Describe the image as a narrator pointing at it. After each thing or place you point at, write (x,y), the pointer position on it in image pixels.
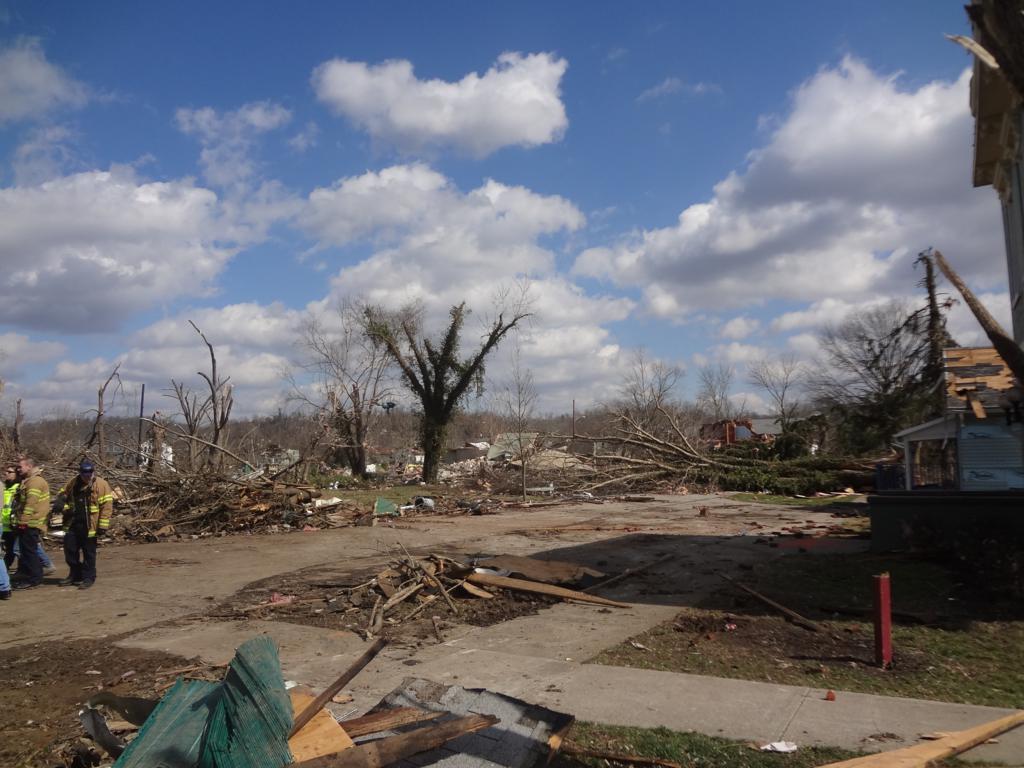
As we can see in the image there are dry trees (460,378) and on the left side (49,507) there are few people (89,495). On the right side (999,387) there is a house (954,489). At the top (581,97) there is sky (417,188).
